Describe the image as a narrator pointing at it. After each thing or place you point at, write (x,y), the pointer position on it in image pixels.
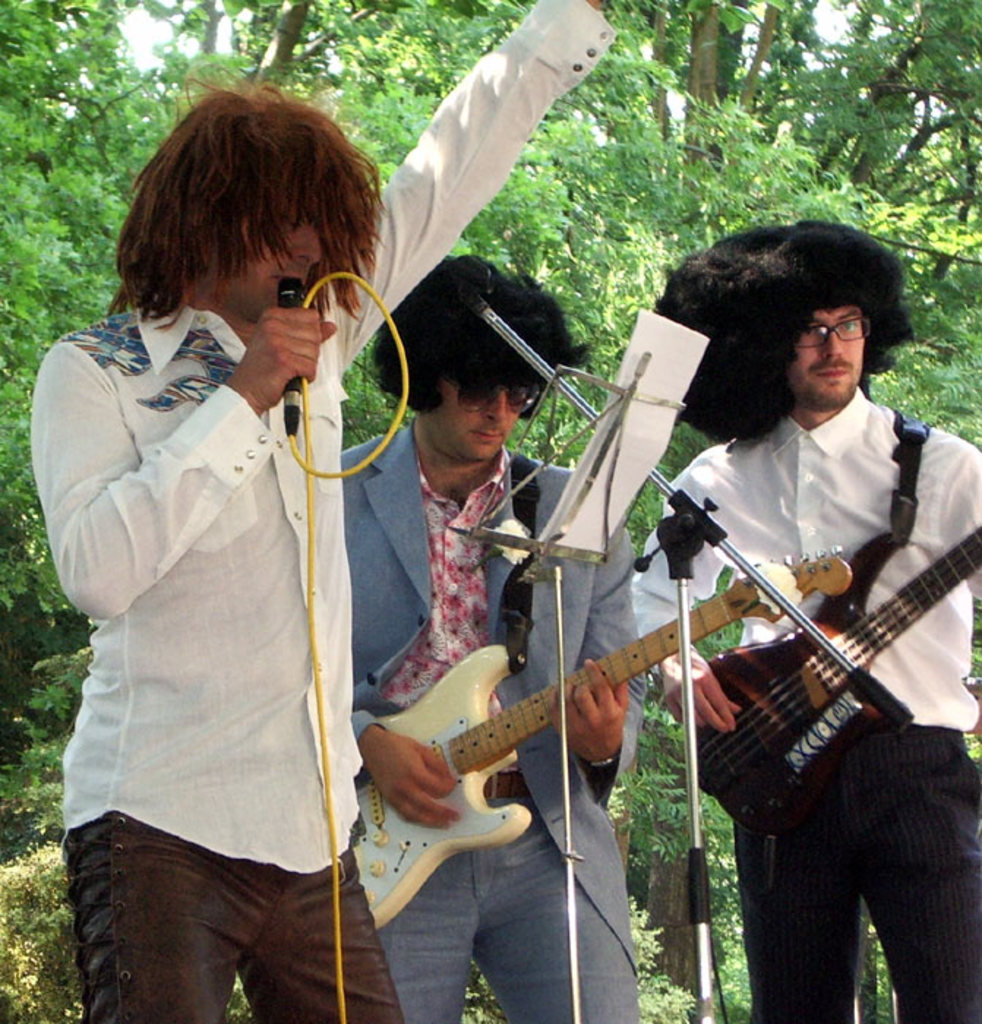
In this image I see 3 men (347,895) in which 2 of them are holding the guitars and one of them is holding the mic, I can also see that three of them are standing. In the background (40,967) I see the trees (17,318).
